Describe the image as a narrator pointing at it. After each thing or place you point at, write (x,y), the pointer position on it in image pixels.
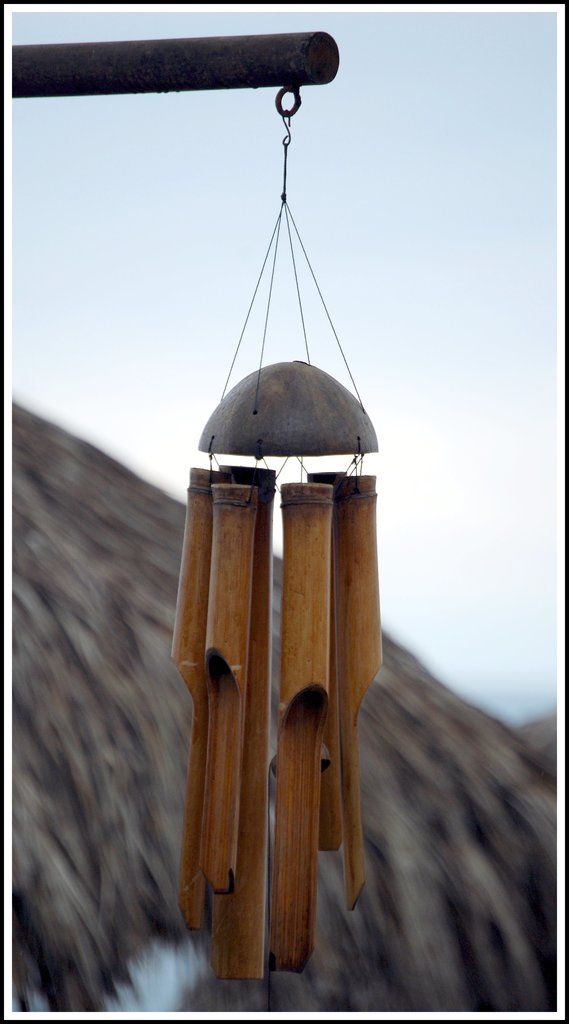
This image consists of a bell (263,483) made up of wood (286,451) is attached to a rod (263,41). In the background (33,358), there is a sky (449,247). And the background (449,299) is blurred.
